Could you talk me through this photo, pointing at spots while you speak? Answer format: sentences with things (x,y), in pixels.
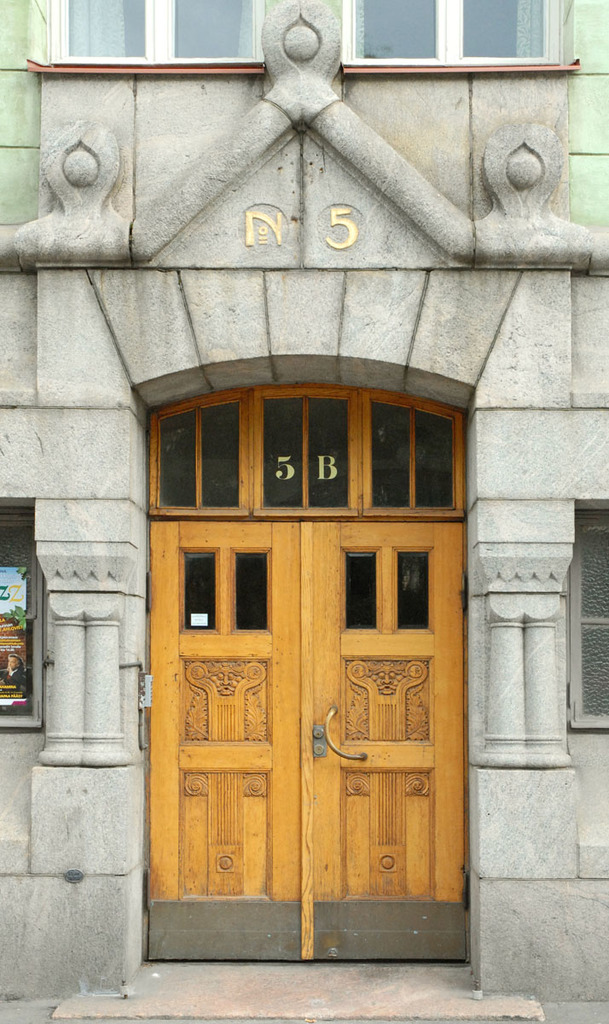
In this image we can see a door (254,660) of an building (312,281). On the right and left sides we can see windows (19,712).
